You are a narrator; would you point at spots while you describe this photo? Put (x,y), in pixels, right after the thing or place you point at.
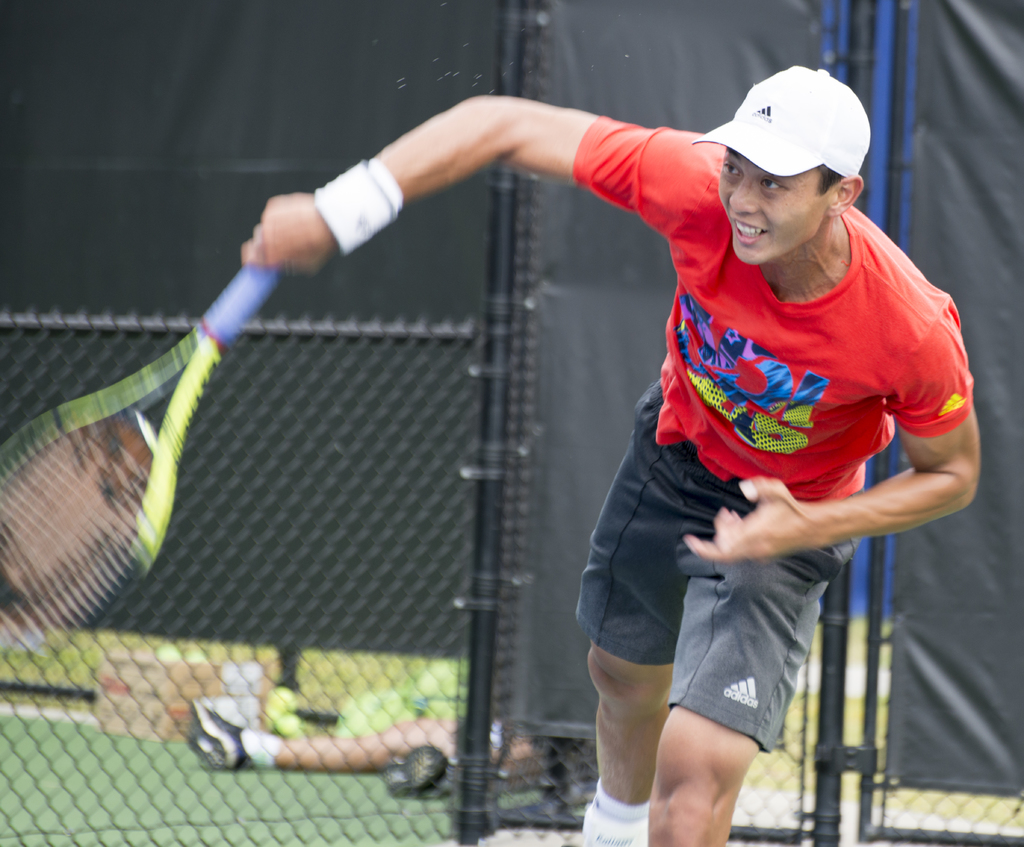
In this picture there is a man (778,347) playing tennis. He is holding a racket (77,442) in his hand (289,212). He is wearing a red jersey (879,356) and a white cap (845,150). Behind him there is mesh (444,419) and sheet (608,63) on it. In the background (391,746) there is another person (347,743) sitting on the ground (208,805) and beside him there is a box (169,687) and balls (294,720).
